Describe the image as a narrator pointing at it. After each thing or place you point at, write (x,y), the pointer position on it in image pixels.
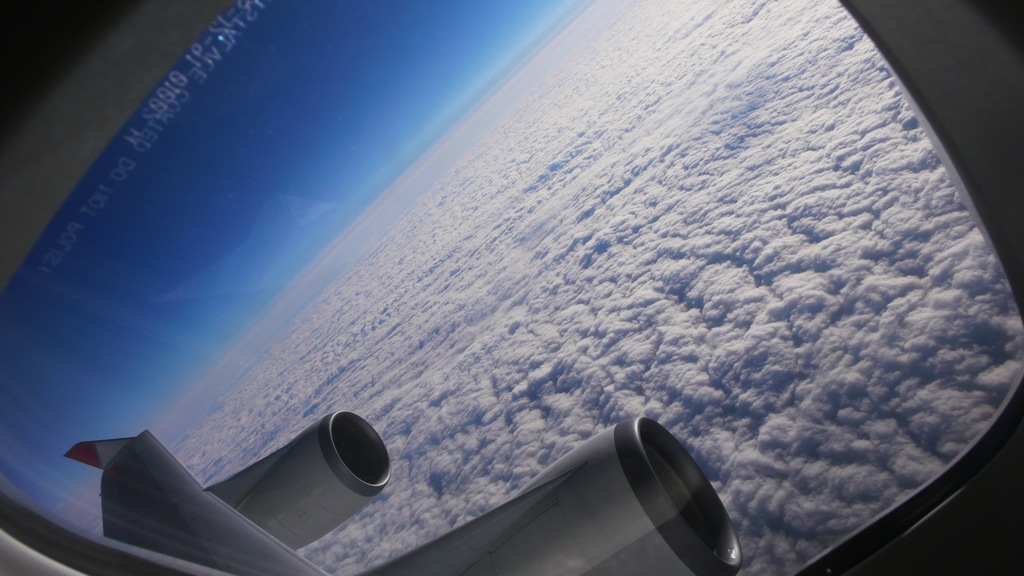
This is a view from an airplane window seat (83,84), at the background of the image (803,527) we can see airplane wing (144,447), jet engines (592,541) there are some clouds (621,319) and blue color sky (252,147).
